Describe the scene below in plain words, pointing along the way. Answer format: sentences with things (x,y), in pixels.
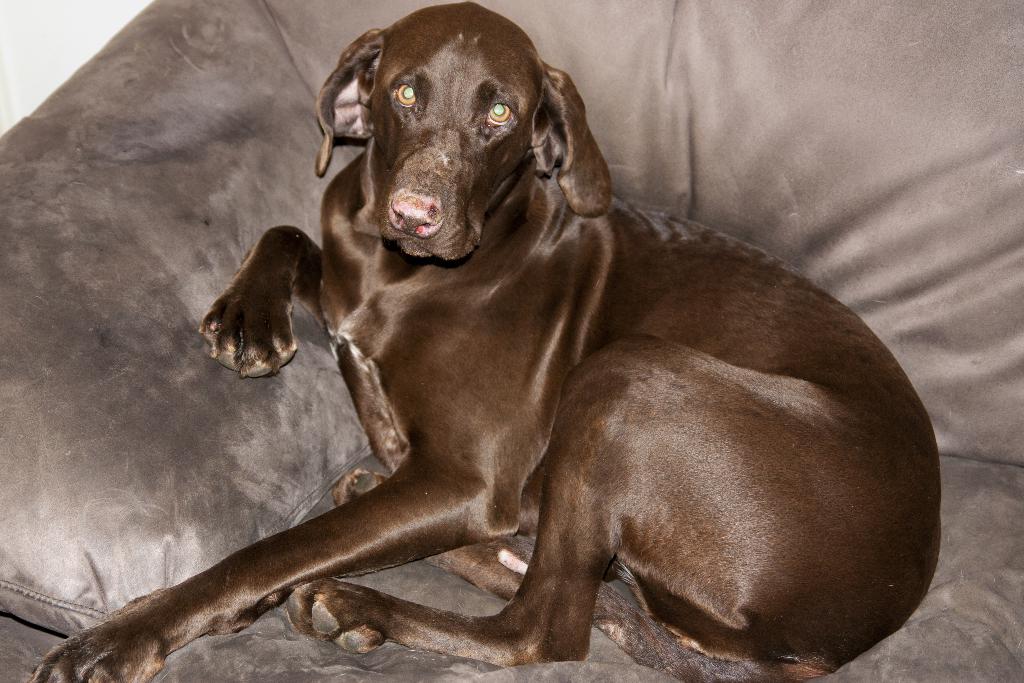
In this picture there is a brown dog (507,329) who is sitting on the couch (943,674). In the top left corner (45,25) there is a wall (45,25).
